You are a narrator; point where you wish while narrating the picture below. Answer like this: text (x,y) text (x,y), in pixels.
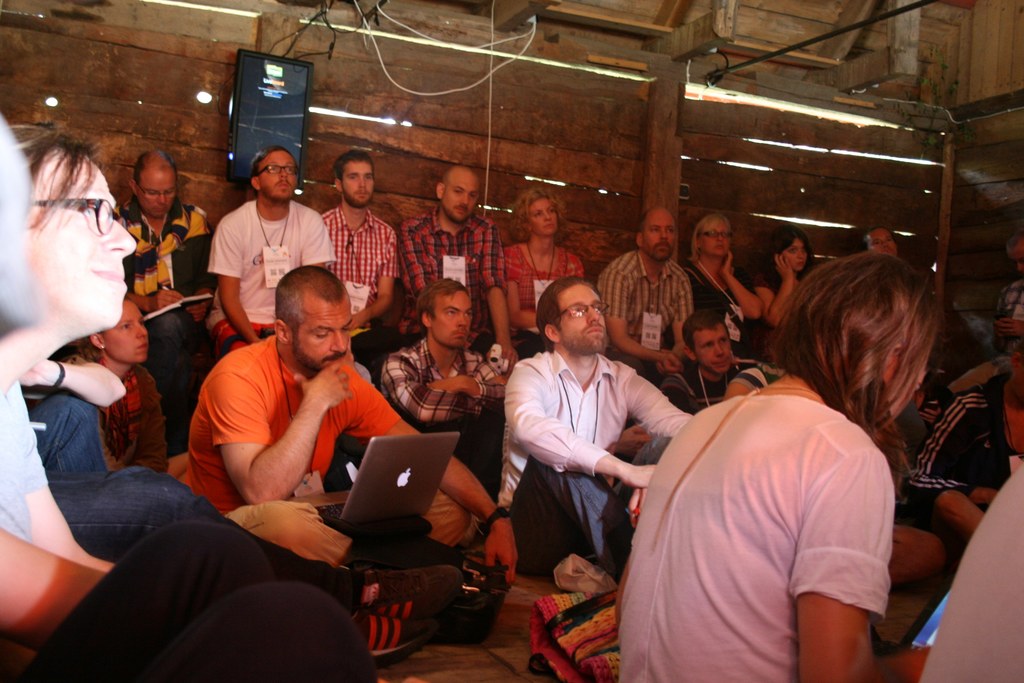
In this picture there is a man (290,395) who is sitting on the left side of the image (329,497) and there is a laptop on his laps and there are other people (499,256) on the right (759,281) and left side of image (322,244) and there is a screen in the background area of the image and there is a wooden roof (390,7) at the top side of the image (595,19).
